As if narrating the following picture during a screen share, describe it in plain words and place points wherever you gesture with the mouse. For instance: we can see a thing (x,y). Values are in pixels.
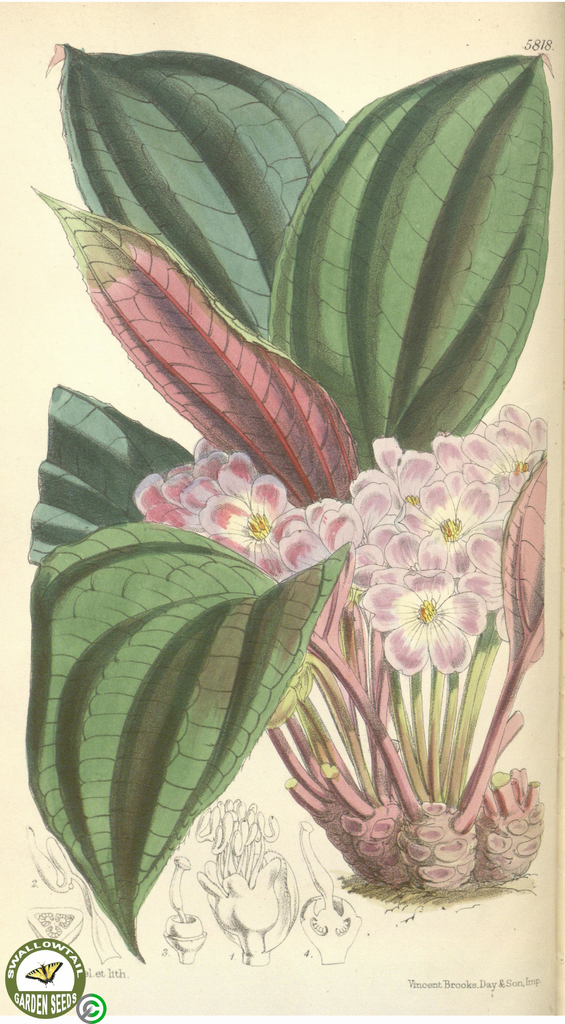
There is a painting picture (273,606) of a flower plant (303,567) as we can see in the middle of this image (269,560). There is a watermark (65,957) in the bottom left corner of this image (68,964).
